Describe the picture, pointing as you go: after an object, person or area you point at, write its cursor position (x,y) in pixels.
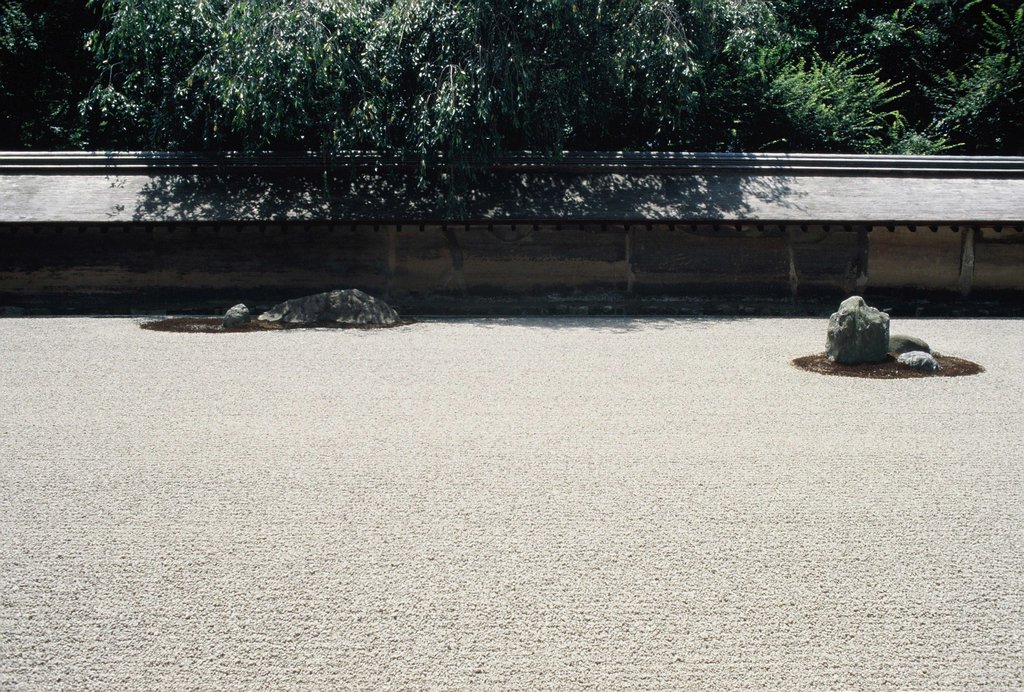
In this image there are rocks (914,344) on the land (519,513). There is a wall (679,221). Behind there are trees (477,41).
